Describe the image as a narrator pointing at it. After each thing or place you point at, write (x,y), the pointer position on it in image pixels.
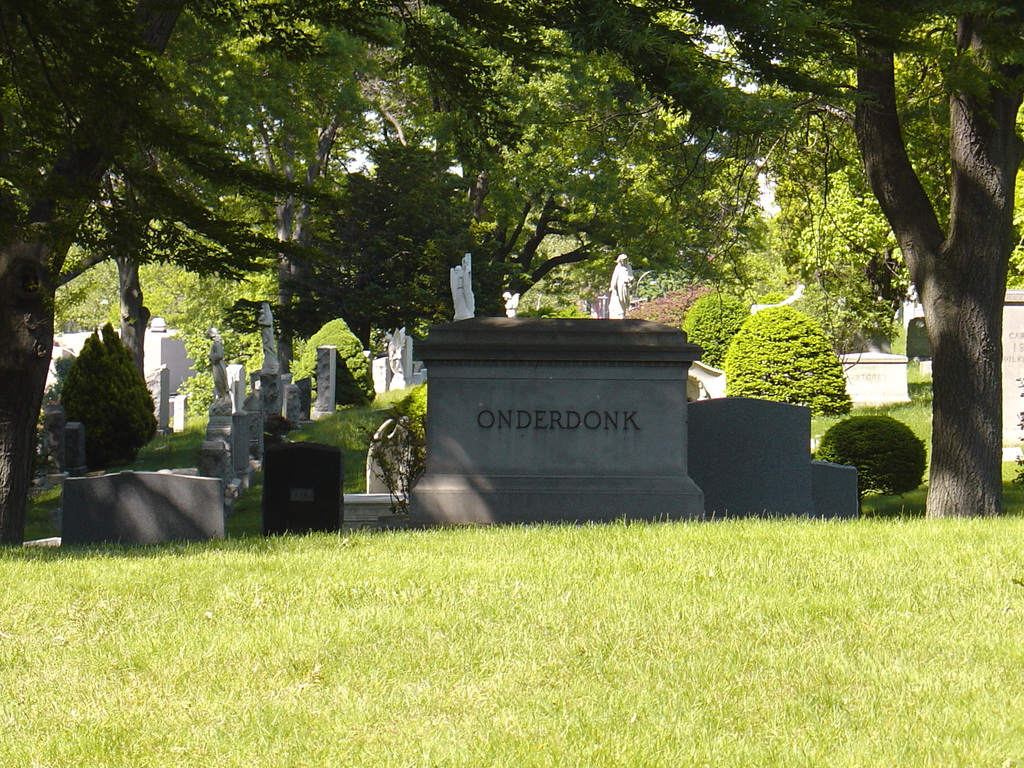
In the image we can see headstone (264,478) and sculptures (629,286). We can even see grass (671,625), plants (911,433) and trees (571,66).
